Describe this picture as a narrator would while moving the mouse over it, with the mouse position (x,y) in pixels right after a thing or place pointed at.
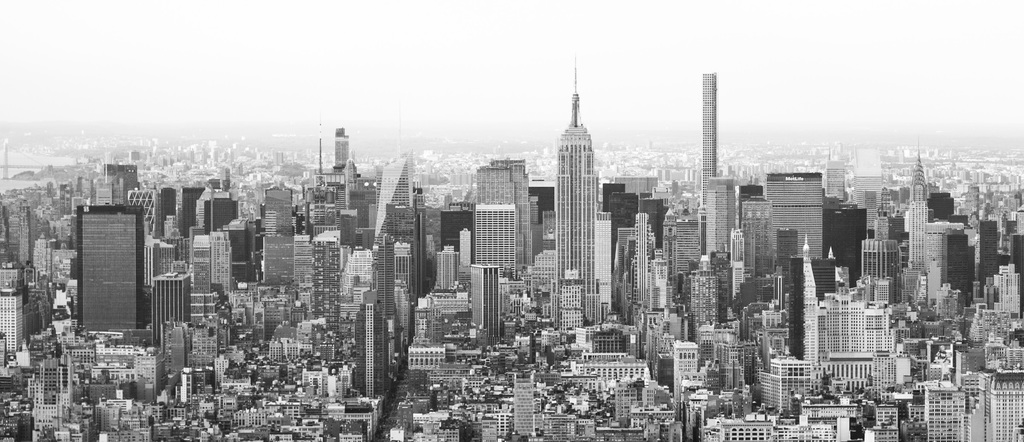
This is a black and white image. In this image we can see many buildings (512,336) and sky (415,105).
